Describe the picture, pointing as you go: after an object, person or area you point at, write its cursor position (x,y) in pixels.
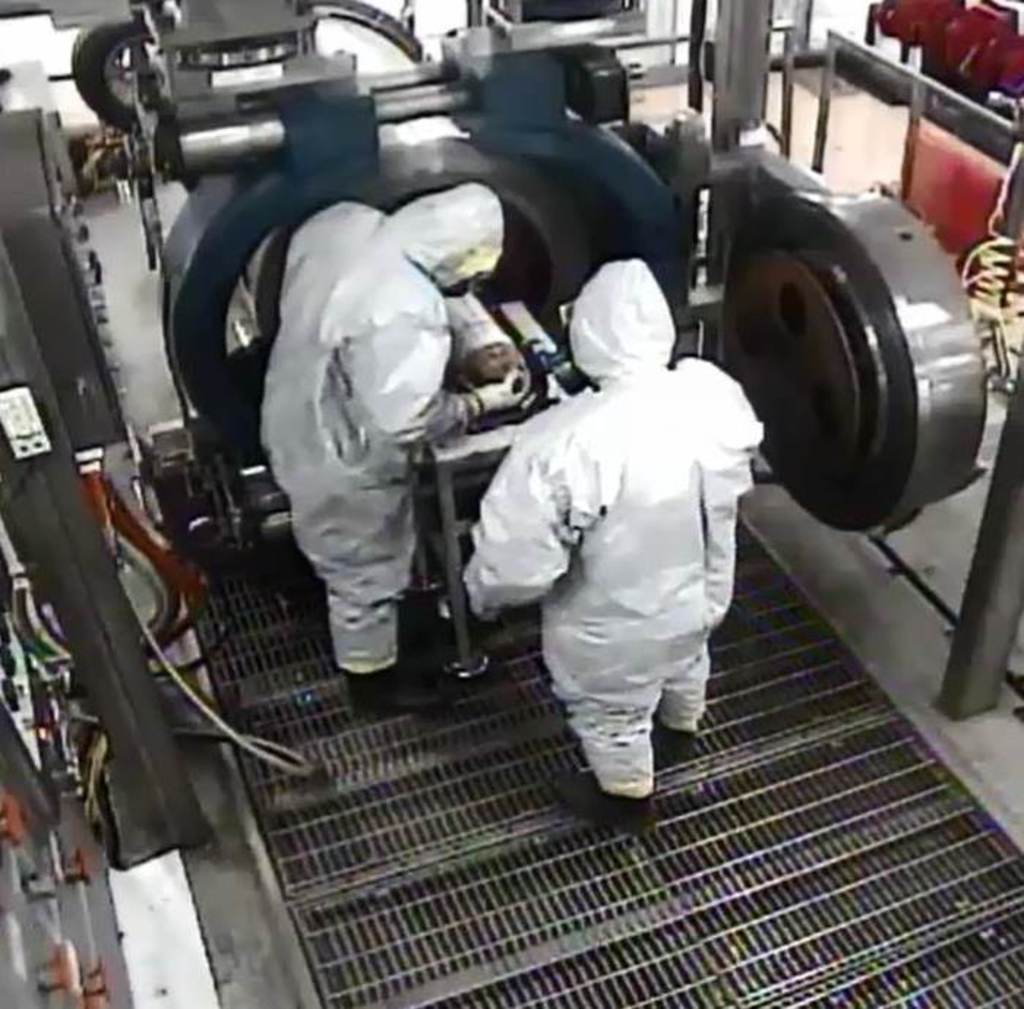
In the center of the image (513,541) we can see two people (513,541) working. There are machines (299,183). At the bottom (839,847) we can see a mesh (709,892).
